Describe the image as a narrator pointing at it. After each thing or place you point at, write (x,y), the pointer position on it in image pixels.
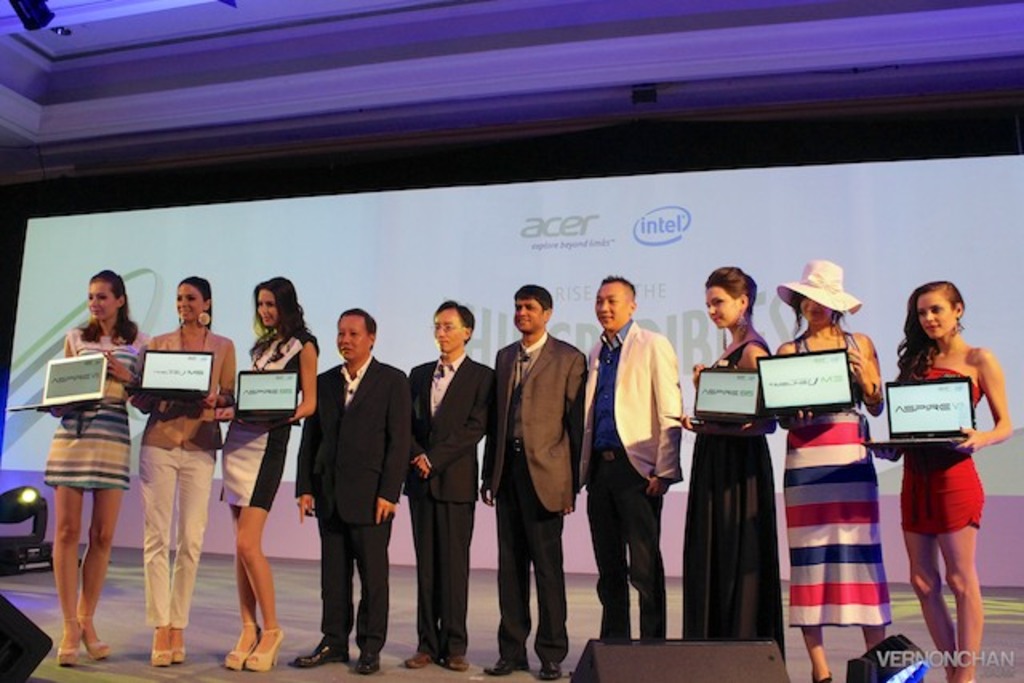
In this picture we can see some people (678,426) standing here, these people (166,428) are holding laptops (179,368), in the background (649,260) there is a banner (596,253), we can see a light (30,501) here, this girl (825,334) wore a cap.
